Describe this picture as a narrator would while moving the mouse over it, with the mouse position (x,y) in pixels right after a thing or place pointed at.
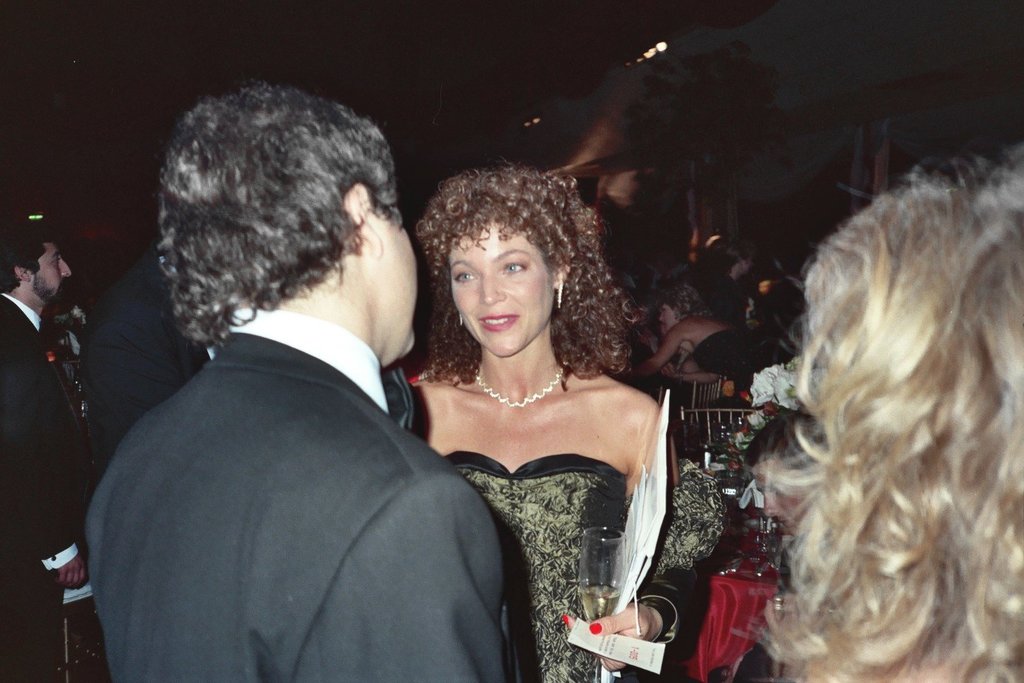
Here in this picture, in the front (309,337) we can see a group of people (190,362) standing over a place (99,654) and men (441,498) are wearing suits (263,483) and the woman (457,390) in the middle (485,378) is smiling and carrying a glass (585,561) and a file (640,515) in her hand (621,622) and behind her we can see other number of people (729,312) sitting over there.
